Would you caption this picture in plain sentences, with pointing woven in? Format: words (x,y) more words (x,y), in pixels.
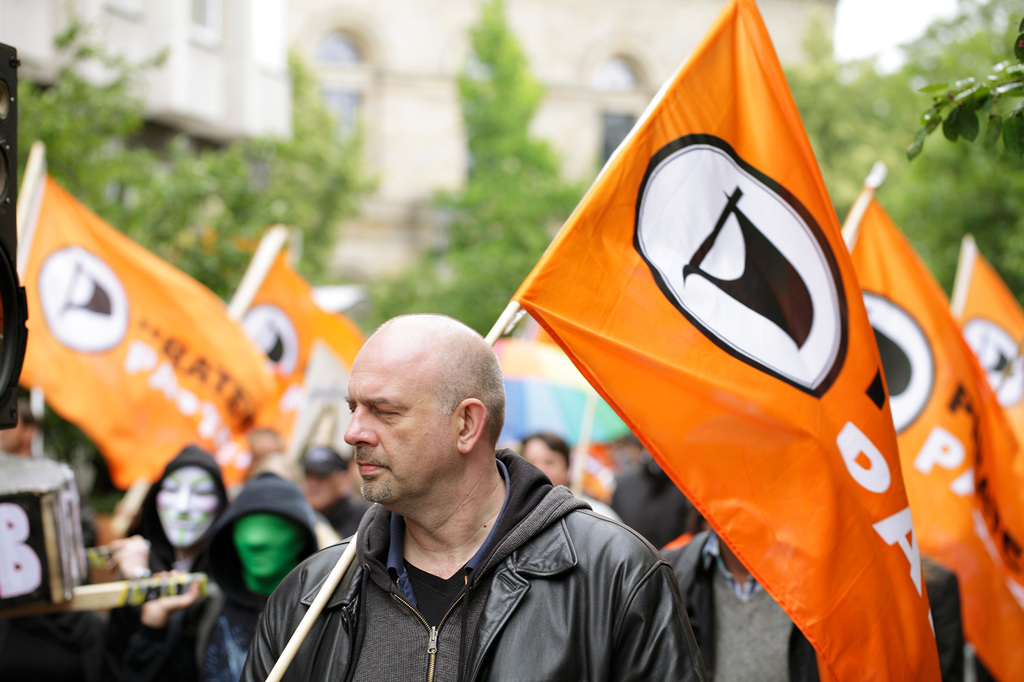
In this image I can see number of people (445,476) are standing. I can see most of them are wearing jackets (529,592) and few of them are holding orange colour flags (106,395). In the background (449,146) I can see few trees (515,135), a building (425,164) and on these flags (941,436) I can see something is written. I can also see few people (184,519) are wearing face masks (264,520).
